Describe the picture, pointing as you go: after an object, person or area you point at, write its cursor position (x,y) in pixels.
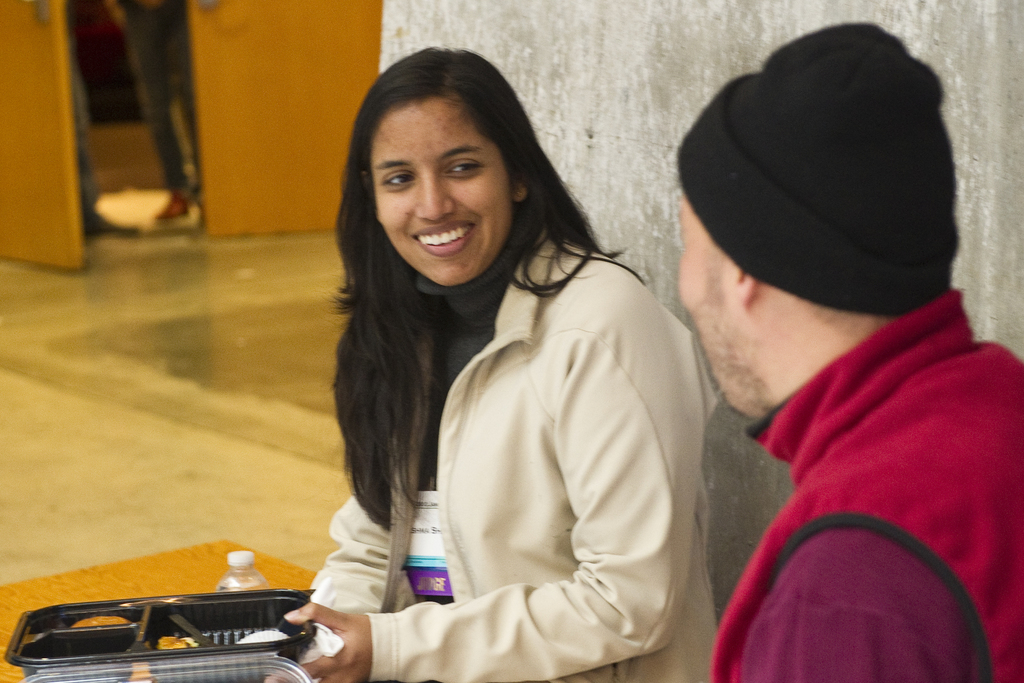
Here I can see a woman (599,319) and a man (824,373) are sitting on a bench (78,585) and smiling by looking at each other. The woman (462,396) is holding a box (216,638) in the hand (354,643). Beside her there is a bottle (239,564). At the back of these people (780,71) there is a wall (689,58). In the top left-hand corner (303,120) there are two doors (60,57). Behind the doors (38,168) two persons (84,152) are standing.
